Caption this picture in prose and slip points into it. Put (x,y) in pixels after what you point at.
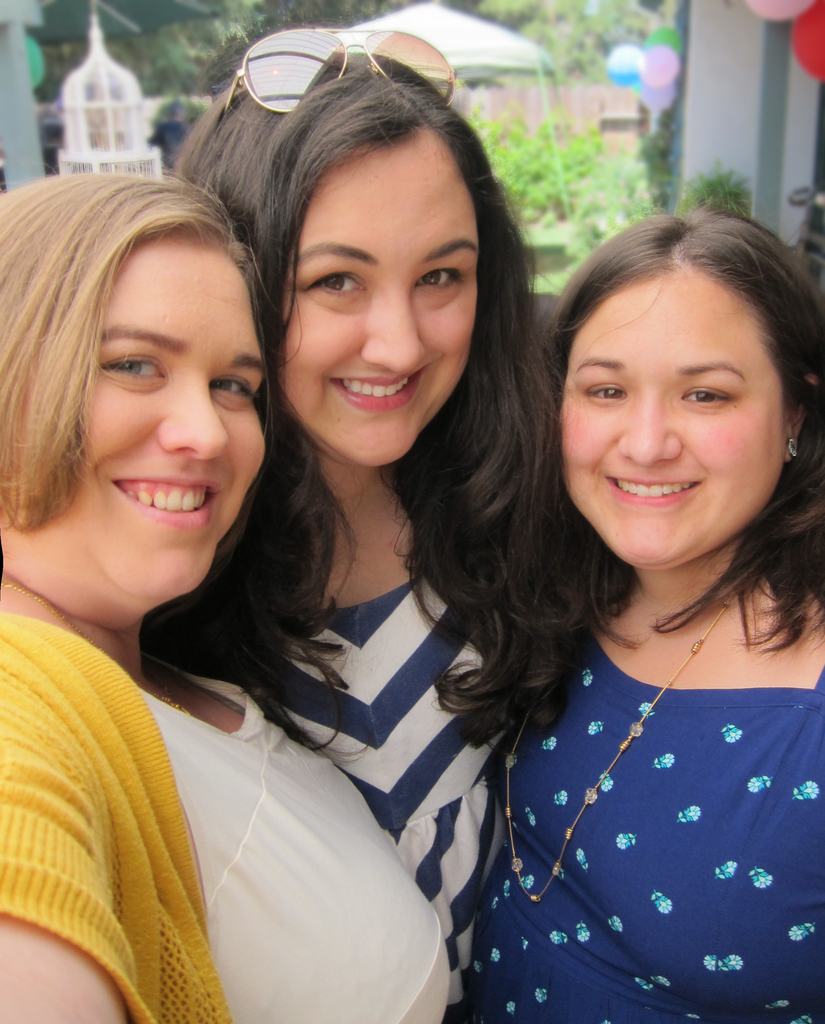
These three women (709,505) are smiling. Background of the image (655,86) it is blur. We can see tents (479,65), plants (516,184), balloons (675,33), trees (574,22) and things (82,103).
